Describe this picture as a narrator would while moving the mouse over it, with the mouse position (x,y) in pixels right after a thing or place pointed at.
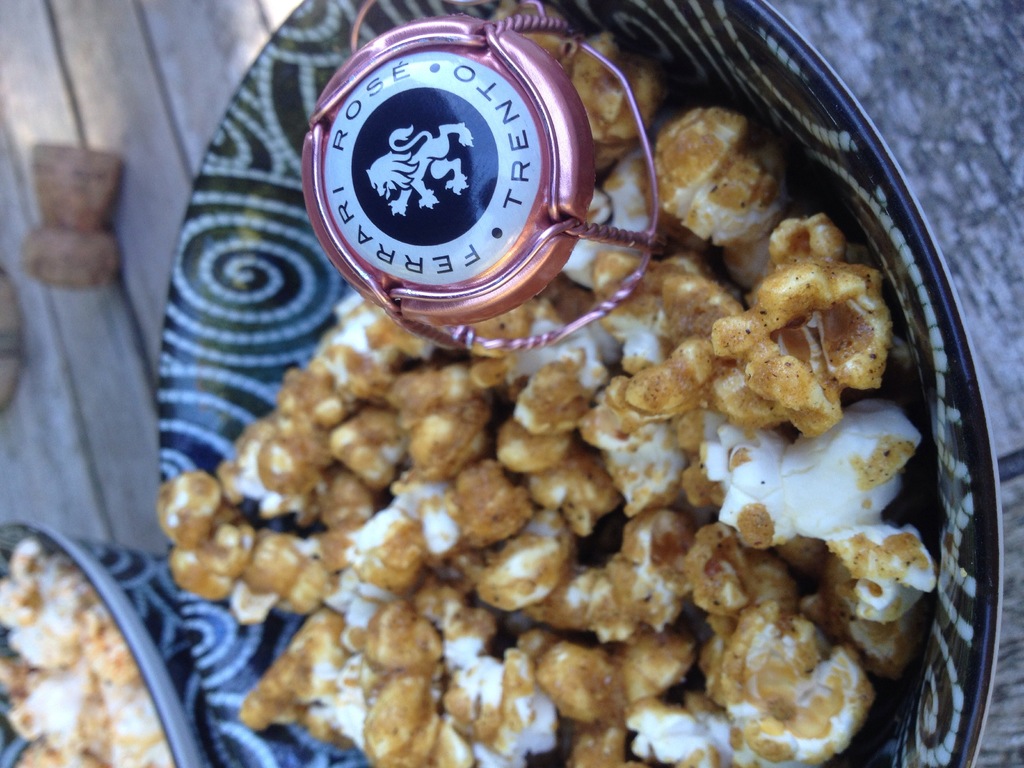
In this image we can see some popcorns (377,503) in the bowls (408,506) which are placed on the surface (132,262). We can also see a bottle cap (562,331) with the picture (419,203) and some text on it placed inside a bowl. On the left side (52,188) we can see some objects (109,229) on the surface (141,214).
